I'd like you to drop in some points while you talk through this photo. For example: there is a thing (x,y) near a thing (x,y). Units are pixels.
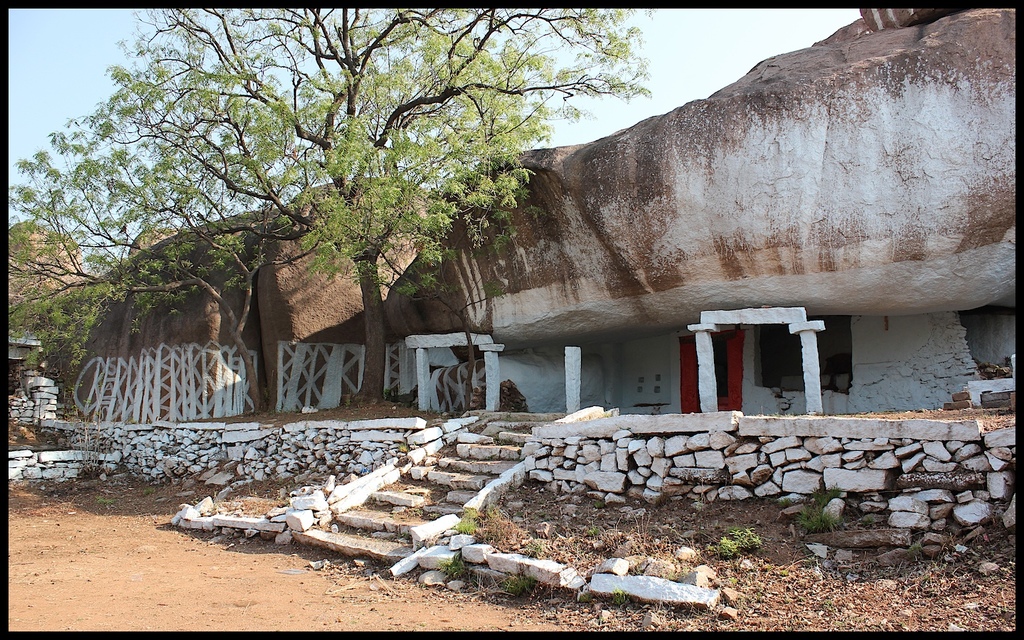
In the image we can see these are the stairs (427,479), stones (639,449), rocks (696,188), tree (273,194), sand (225,576) and a sky (45,88).
